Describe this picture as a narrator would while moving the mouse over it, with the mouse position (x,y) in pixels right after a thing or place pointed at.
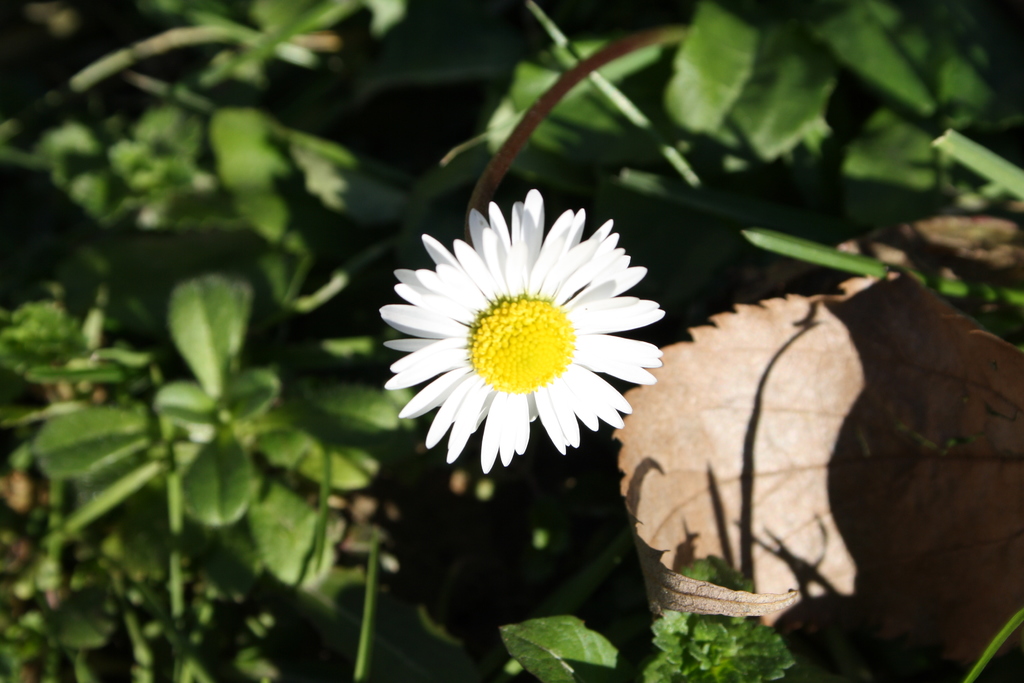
This picture seems to be clicked outside. In the center (620,367) we can see a white color flower (513,366) and we can see the green leaves (196,446) of the plants (219,467). On the right (792,436) we can see a dry leaf (731,430) and some other objects (930,252).
